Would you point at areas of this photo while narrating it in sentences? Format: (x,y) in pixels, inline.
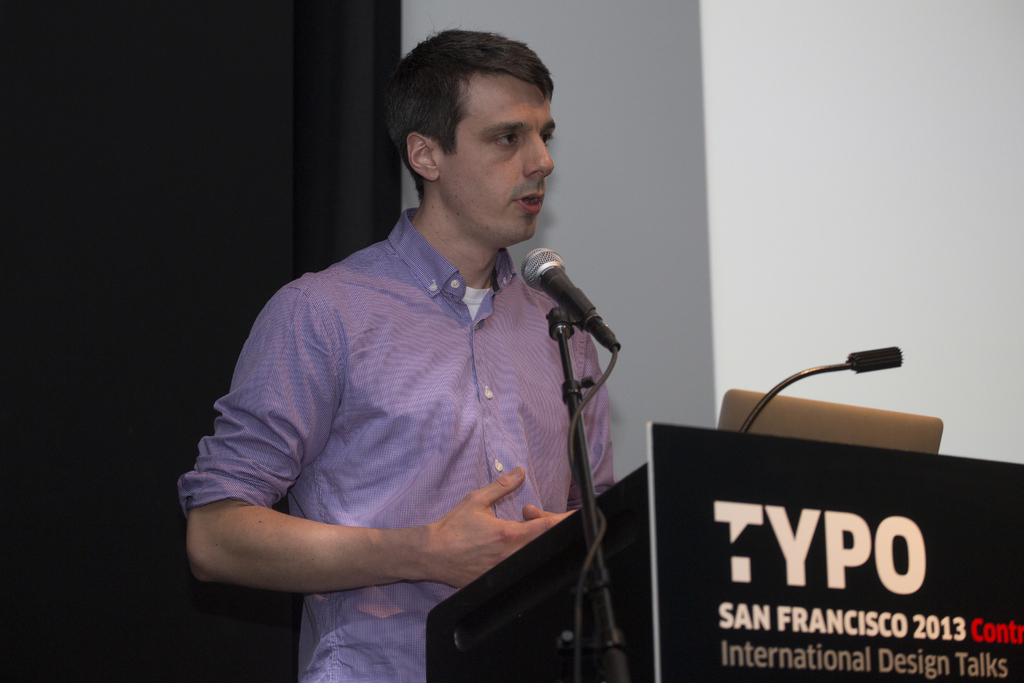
A man (435,423) is standing, this is microphone (600,330), this is wall (810,272).
